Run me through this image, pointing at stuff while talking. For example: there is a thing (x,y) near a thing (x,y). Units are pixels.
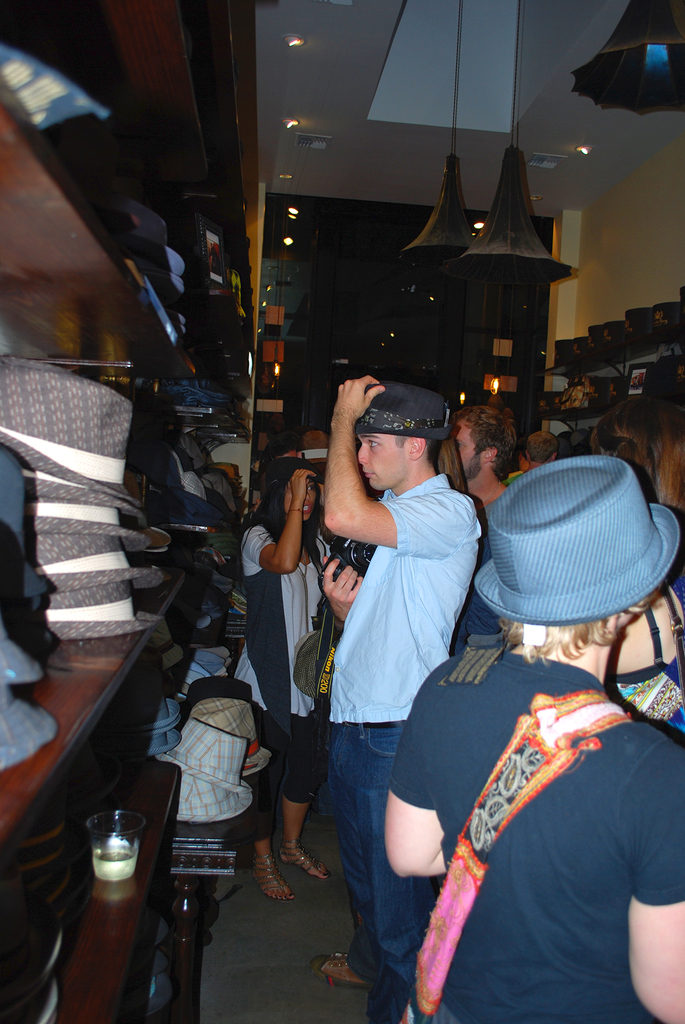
This picture is clicked inside. On the right (489,715) we can see the group of persons (510,688) standing on the ground (296,881). On the left (101,133) we can see the wooden cabinet (11,294) containing many number of hats (8,365) and we can see the glass of water (119,848). At the top (309,86) there is a roof (309,86) and we can see the ceiling lights (286,39) and there are some objects (524,206) hanging on the roof (469,101). In the background (372,306) we can see the wooden door (451,336) and many other objects (494,340).
